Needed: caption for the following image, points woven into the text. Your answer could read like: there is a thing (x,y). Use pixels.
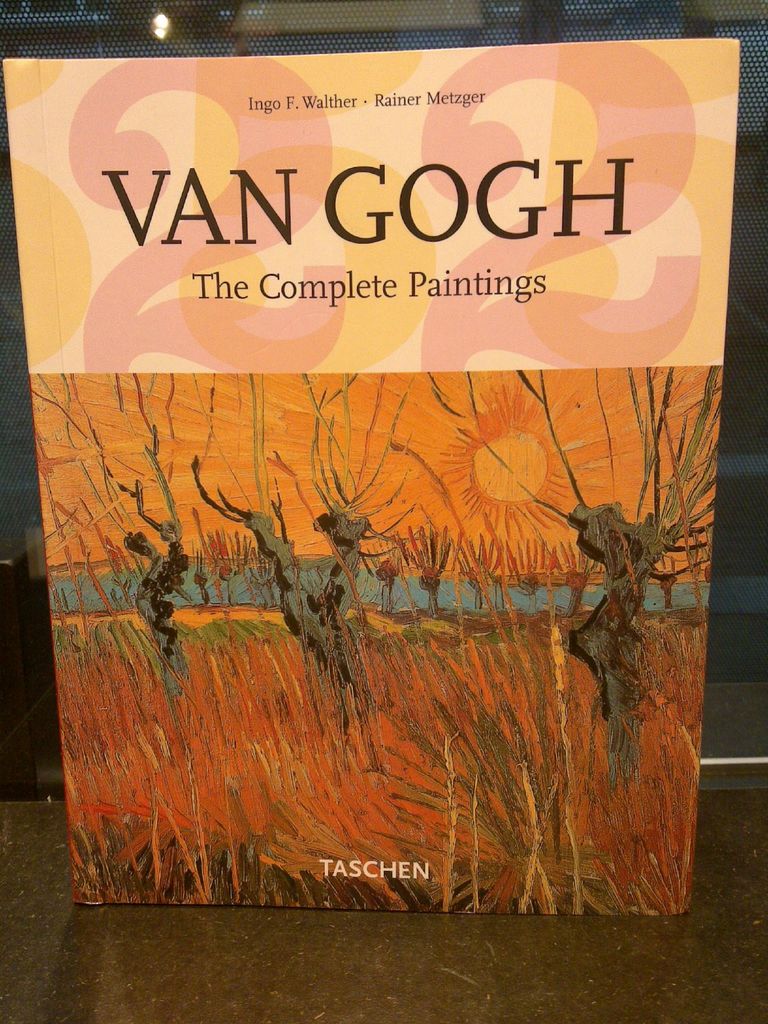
In this picture we can see a book (459,628) on the surface (298,959), behind a book (510,157) we can see mesh (410,47).
